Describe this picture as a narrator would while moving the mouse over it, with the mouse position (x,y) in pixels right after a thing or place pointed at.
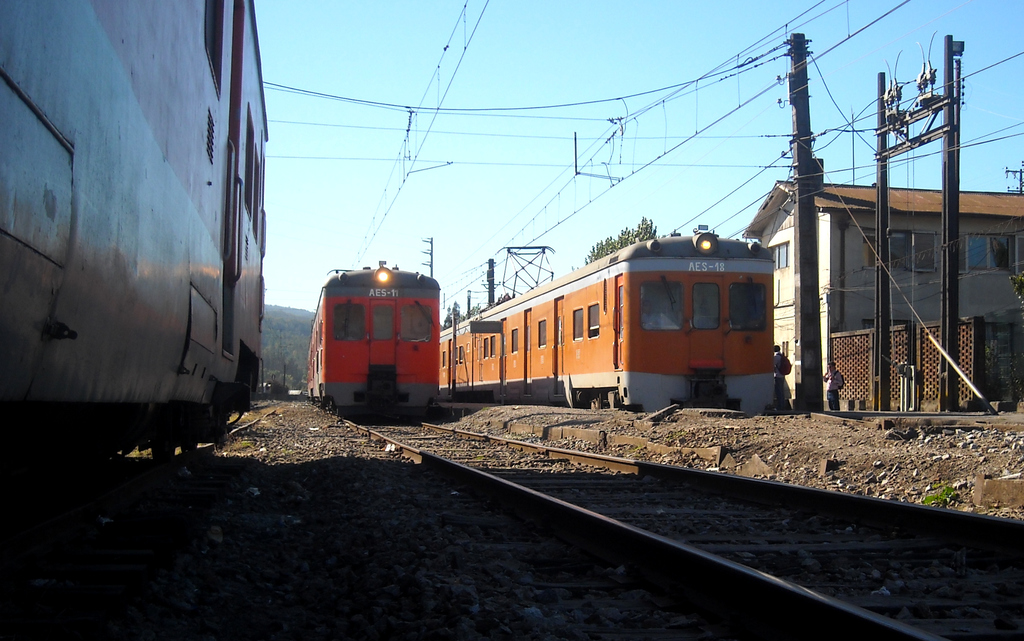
In this image we can see three trains (440,359) which are on the track (544,454) and in the background of the image (277,350) there are some wires (411,172), house (829,307), trees (619,243) and there are some trees (284,364) and clear sky (446,134).
